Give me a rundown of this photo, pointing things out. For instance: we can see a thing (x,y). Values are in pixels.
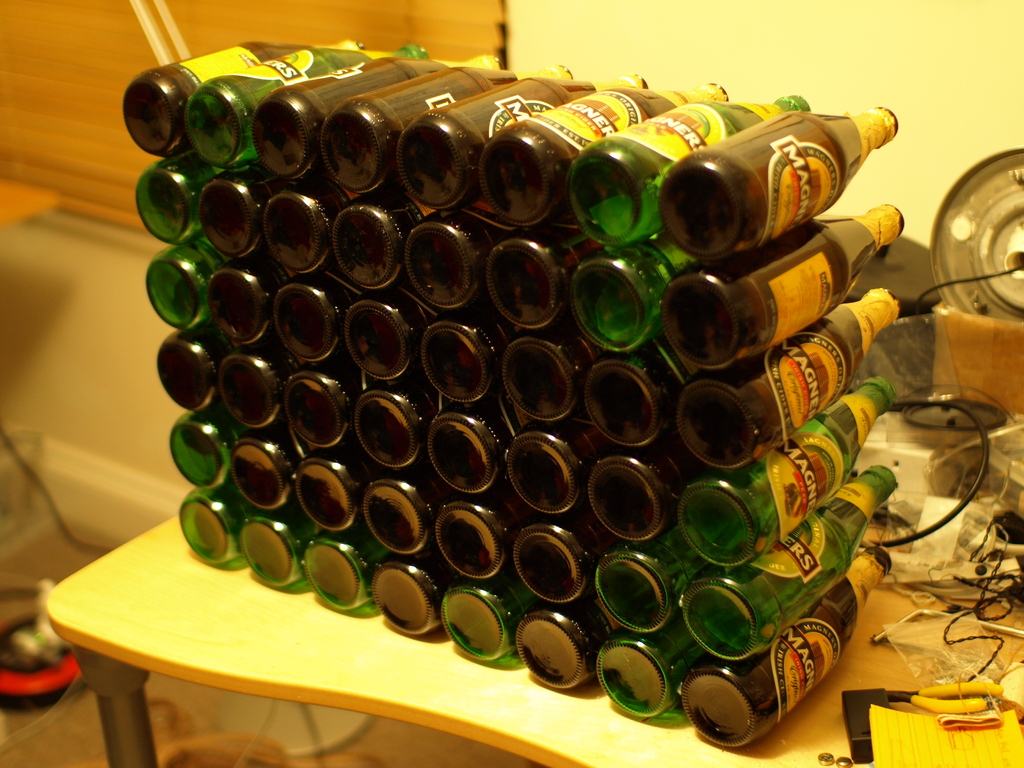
This picture is of inside. In the foreground (269,601) there is a table (262,634) on the top of which a group of bottles (640,314) are placed and some items (963,635) are also placed on the top of the table (882,656). In the background (924,108) we can see a wall (879,32).
